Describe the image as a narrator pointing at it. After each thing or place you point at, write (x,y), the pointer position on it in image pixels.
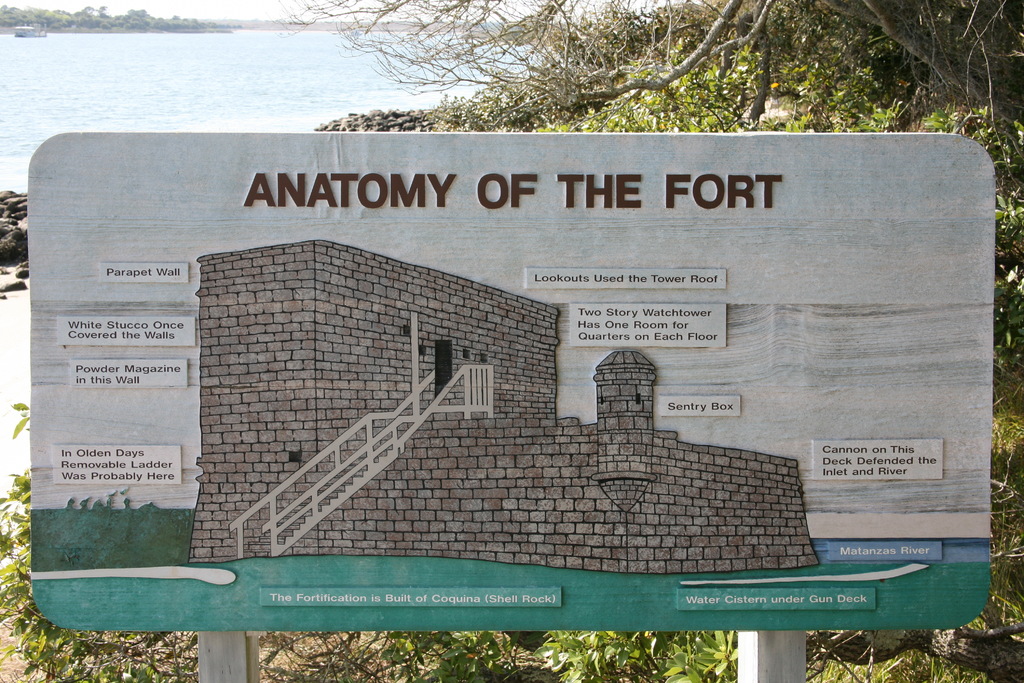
Here in this picture in the front (248,345) we can see a board (34,570) present over there, on which we can see a picture (534,354) of a fort (209,357) and labels (733,398) on it over there and behind it we can see plants (754,87) and trees (628,70) present all over there and we can also see water (158,120) present all over there.
